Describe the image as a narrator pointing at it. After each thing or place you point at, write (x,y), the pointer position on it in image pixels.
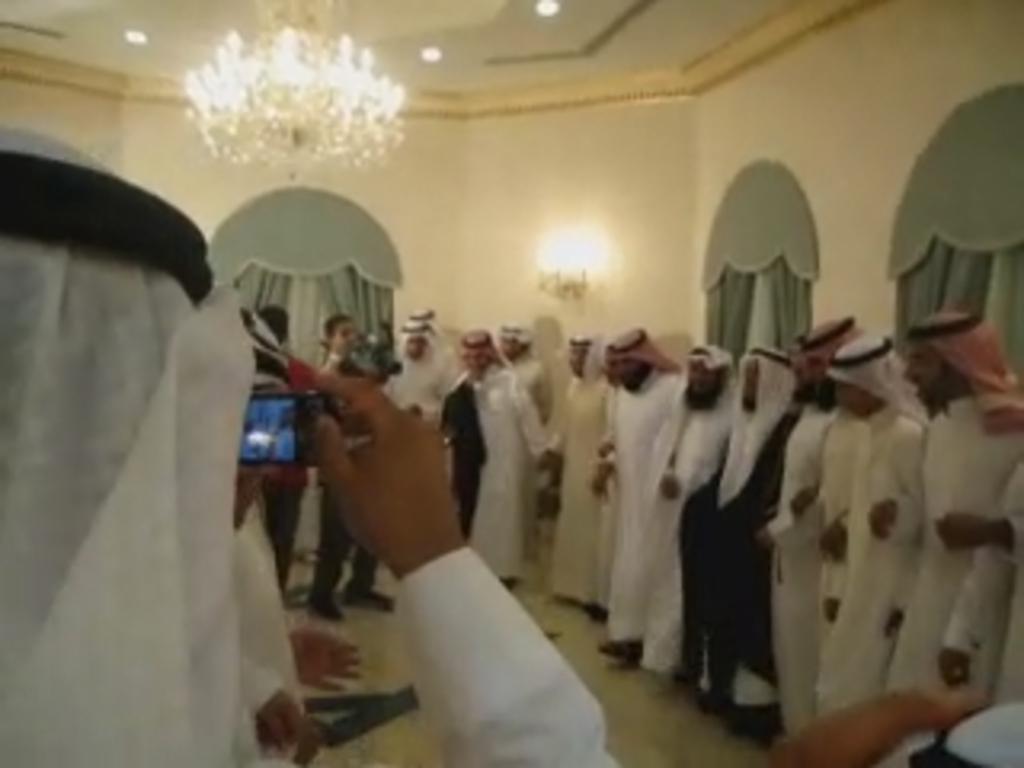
In this picture we can see a group of people (463,375) standing and a person (198,468) is holding a camera (249,448). Behind the people (412,421) there is a wall (481,295) and a light (566,267). At the top (274,82) there are ceiling lights (435,52) and a chandelier (265,100).
